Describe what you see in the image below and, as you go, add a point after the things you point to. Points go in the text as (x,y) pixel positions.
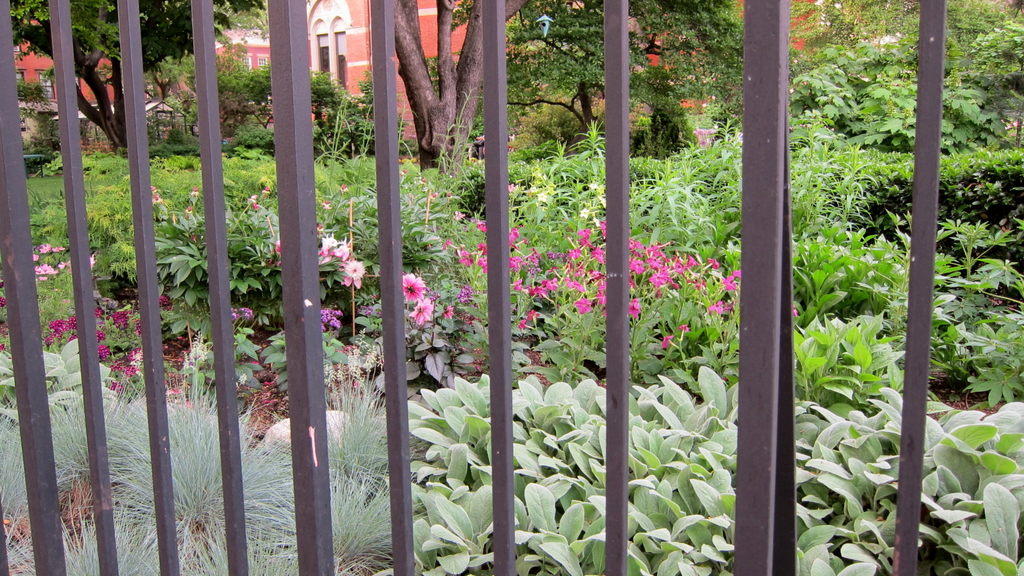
In the center of the image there is a building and we can see trees (114,28). At the bottom (830,457) there are plants (649,483) and grass (290,486). We can see flowers (405,294). In the foreground (767,206) there is a grille (773,73).
